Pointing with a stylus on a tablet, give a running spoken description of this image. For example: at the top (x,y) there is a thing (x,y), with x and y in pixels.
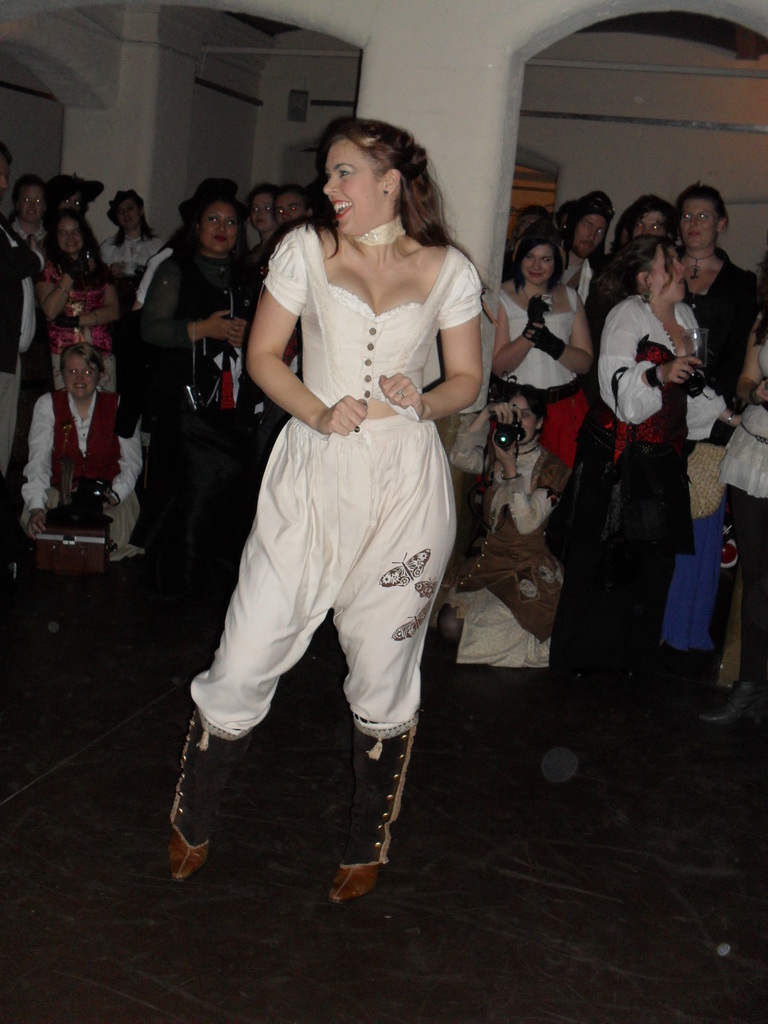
In this image, we can see a group of people (612,270) wearing clothes (691,494). There is a person (384,467) in the middle of the image (352,428) standing in front of the pillar (472,187).
